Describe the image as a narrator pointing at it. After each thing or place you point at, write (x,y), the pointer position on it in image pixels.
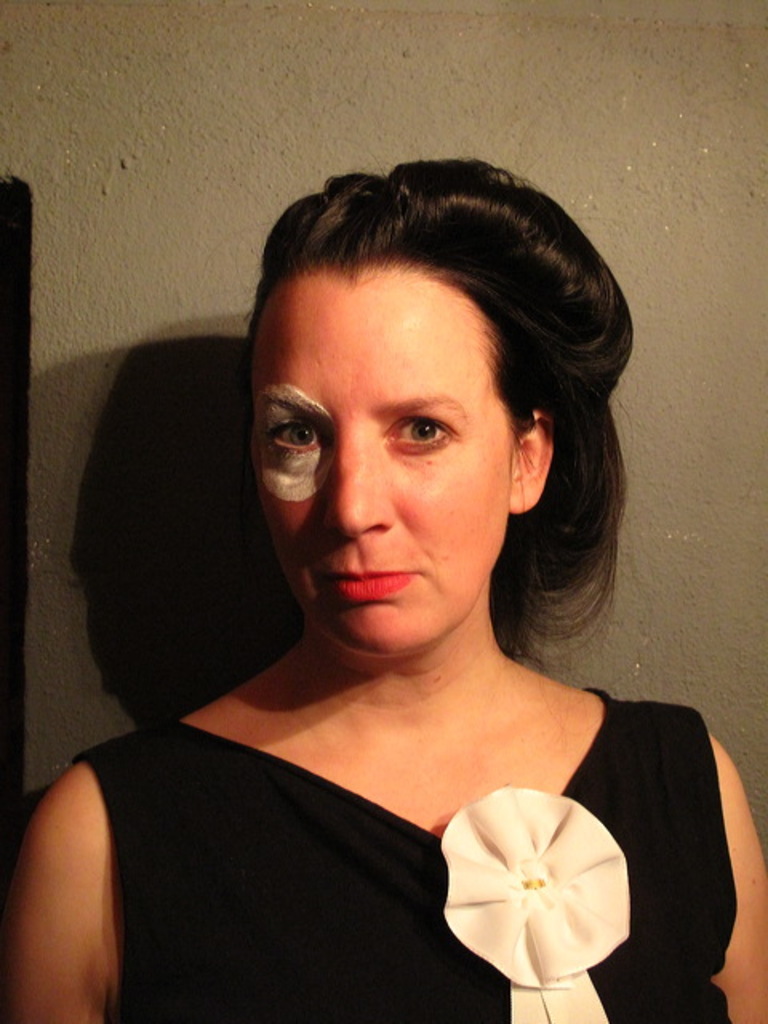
A woman (380,527) is present wearing a black dress (229,874). There is a white paint (288,476) on her eye (305,440).
